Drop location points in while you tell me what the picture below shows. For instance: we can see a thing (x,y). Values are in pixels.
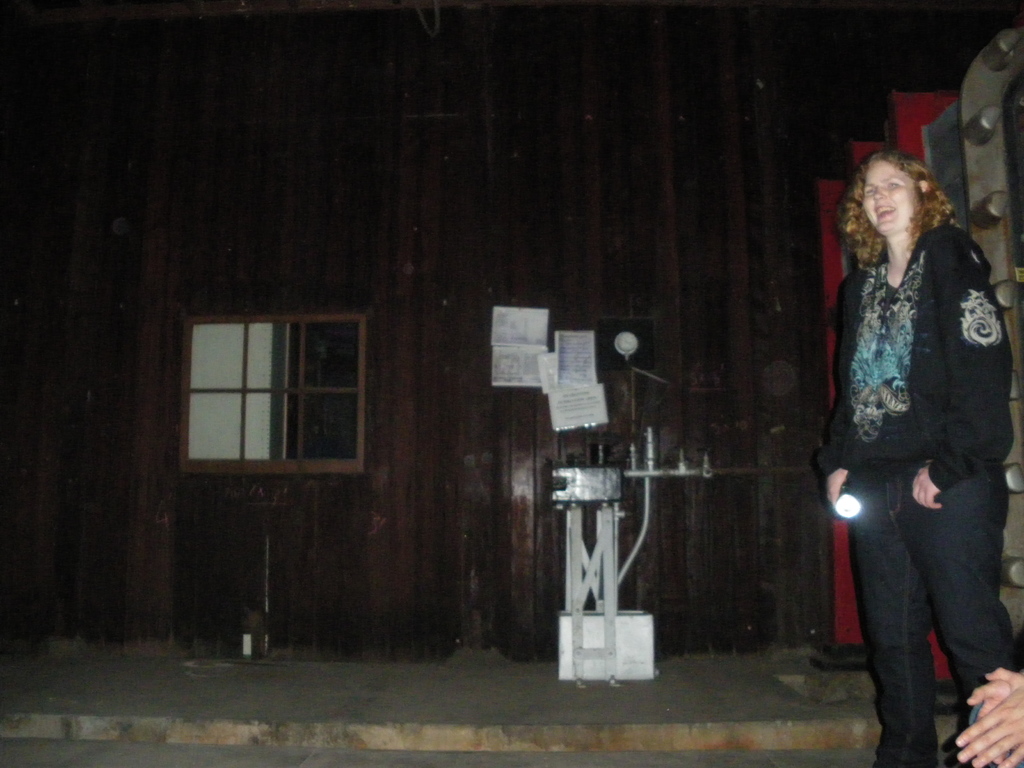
In this picture we can see few people (929,505), on the right side of the image (939,416) we can see a woman (921,267), she is smiling, beside to her we can see few metal rods (574,518) and papers (541,380) on the wall (535,406).
